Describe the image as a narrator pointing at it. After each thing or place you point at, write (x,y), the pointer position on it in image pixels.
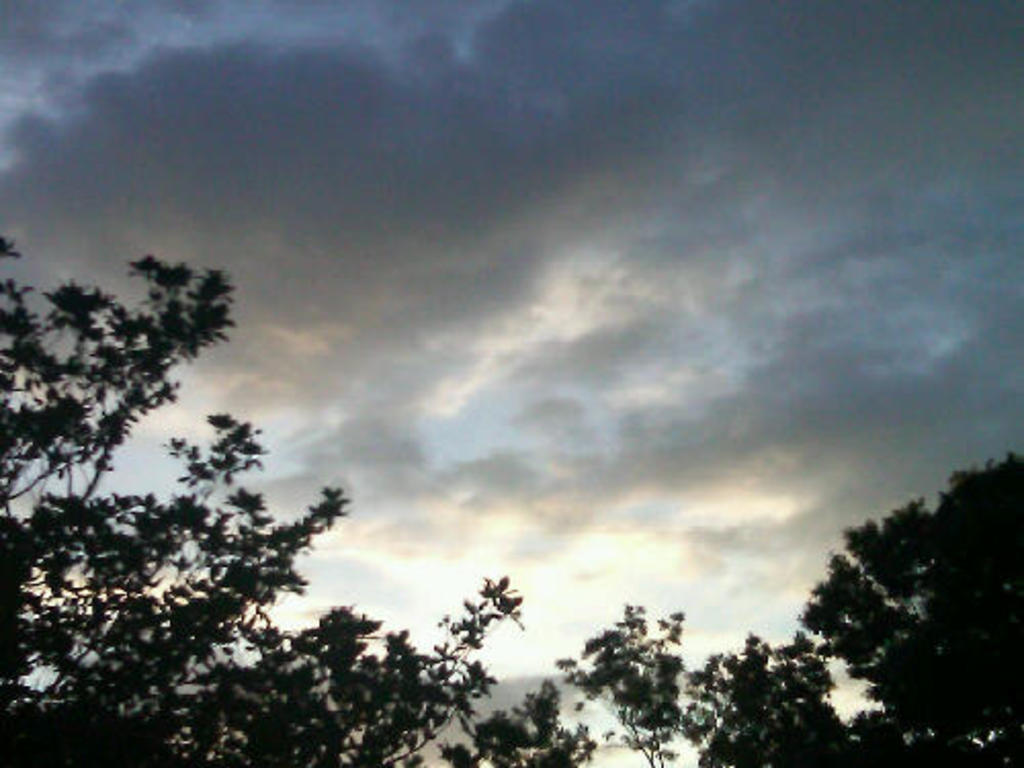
In this image there are trees (807,658) and a cloudy sky (586,99).
